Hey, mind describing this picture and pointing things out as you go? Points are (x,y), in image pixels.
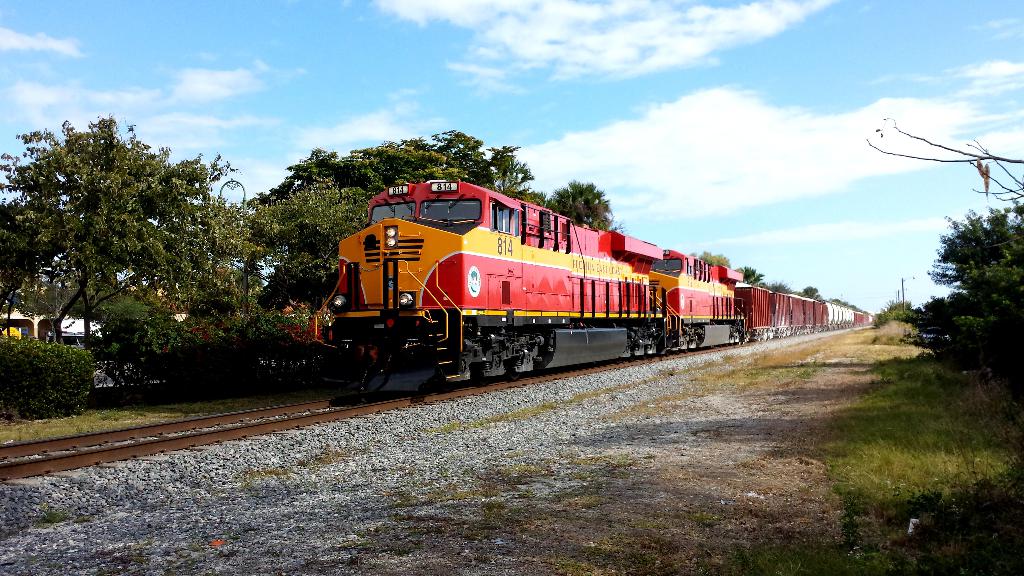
In this image I can see the train (604,354) on the railway track (621,363). I can see few trees (972,306) and poles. The sky (689,154) is in blue and white color.
